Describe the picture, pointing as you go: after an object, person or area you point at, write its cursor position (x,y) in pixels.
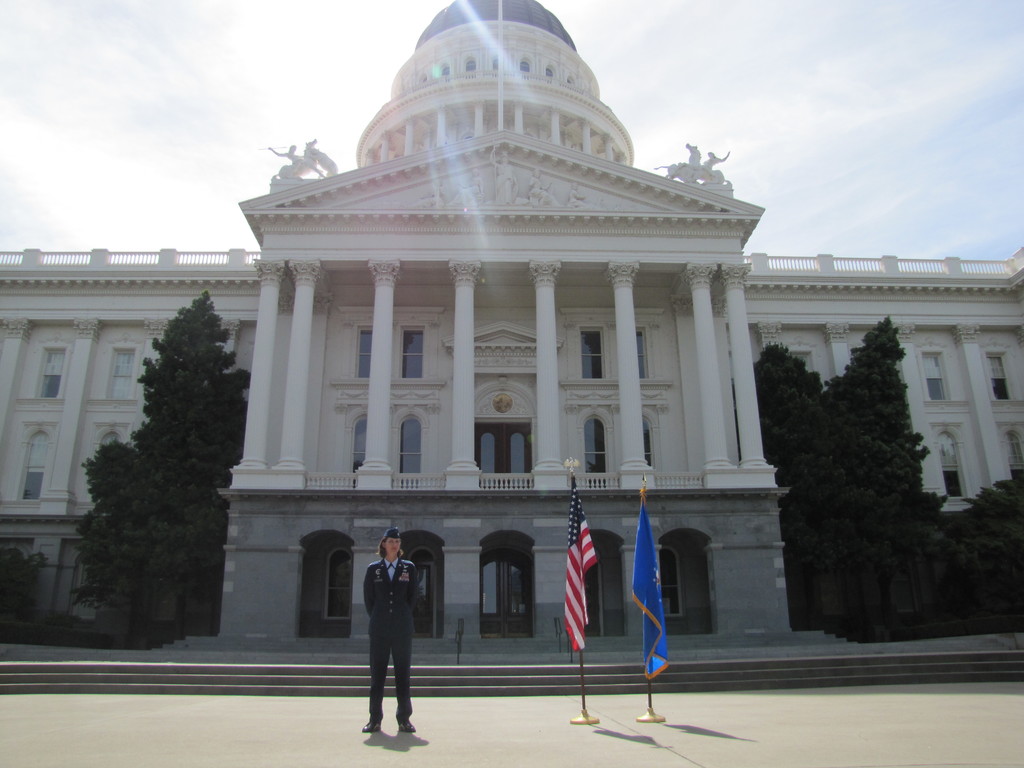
In this image in front (277,760) there is a person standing on the floor (566,747). Beside him there are two flags (579,629). Behind him there are stairs (234,684). In the background of the image (4,385) there are buildings (689,382), trees (829,426) and sky (938,100).
